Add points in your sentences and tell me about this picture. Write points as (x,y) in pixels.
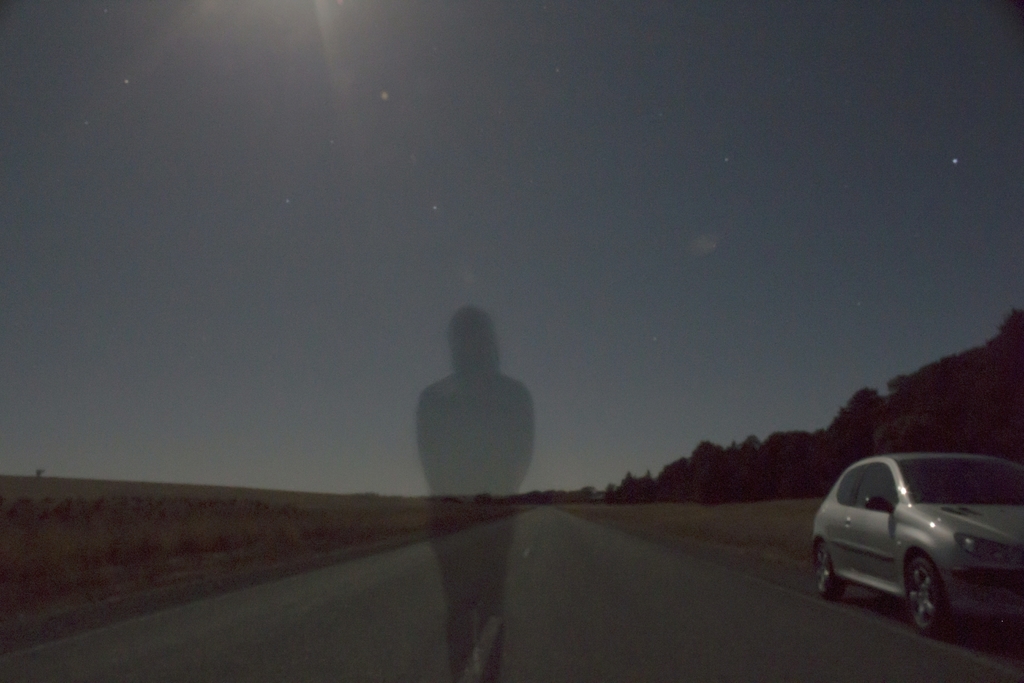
In this picture I can see a black transparent thing (480,464) in front (459,427) and I see a car (870,553) on the right (953,551) and I see the road (858,603). In the background (574,470) I see the trees (536,502) and the sky (485,234) and I see the grass (214,505) on the left side of this image (194,516).
